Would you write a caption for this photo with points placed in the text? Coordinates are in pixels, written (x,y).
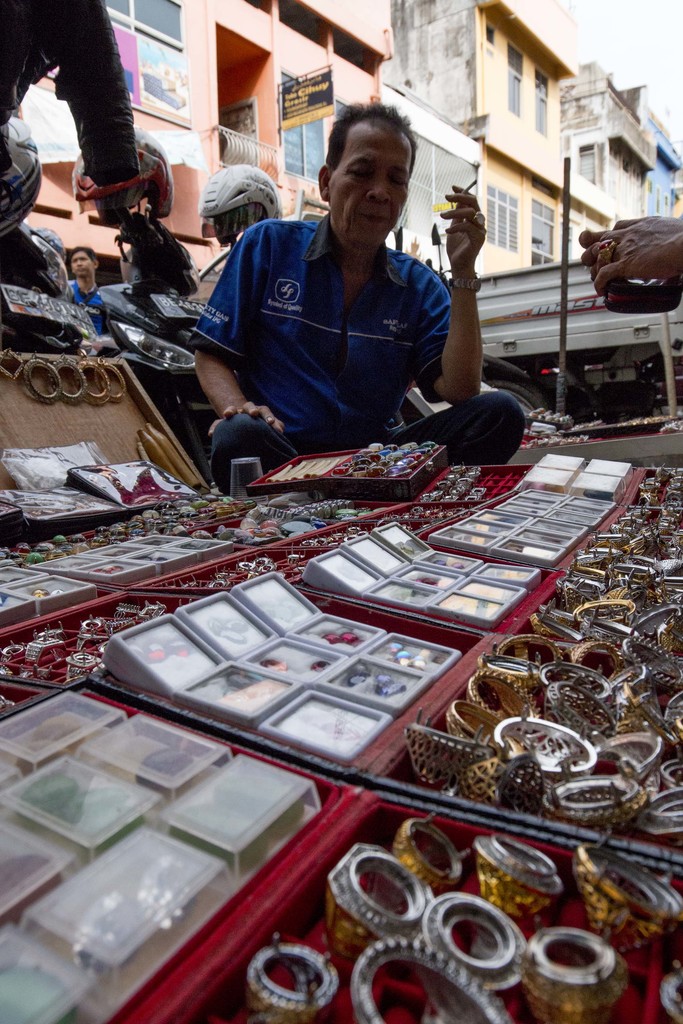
In this image we can see some people (391,391). In that a man (468,279) is holding a cigarette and the other is wearing a helmet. In the foreground (447,532) we can see a group of accessories (572,597) placed in the boxes (590,472). On the backside (316,109) we can see a pole (559,341), some buildings (434,143) with windows (593,172), the signboard (321,96) and the sky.
